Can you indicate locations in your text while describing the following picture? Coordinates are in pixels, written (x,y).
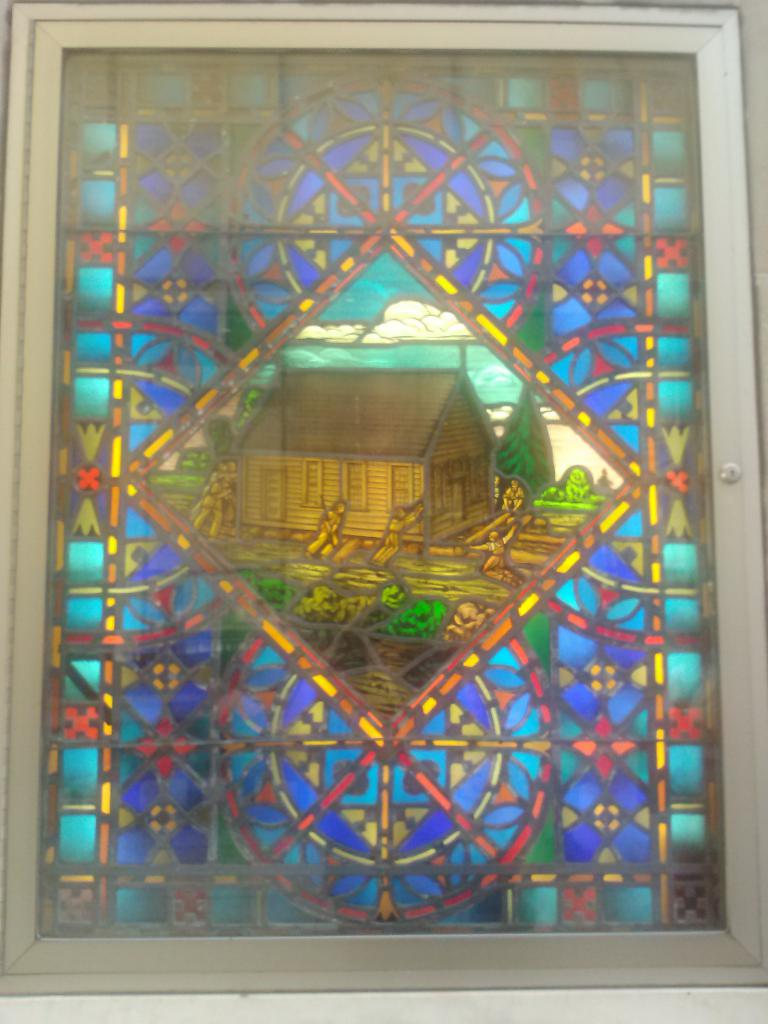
Here in this picture we can see a modern art (357,173) present on the glass (224,202) over there.
